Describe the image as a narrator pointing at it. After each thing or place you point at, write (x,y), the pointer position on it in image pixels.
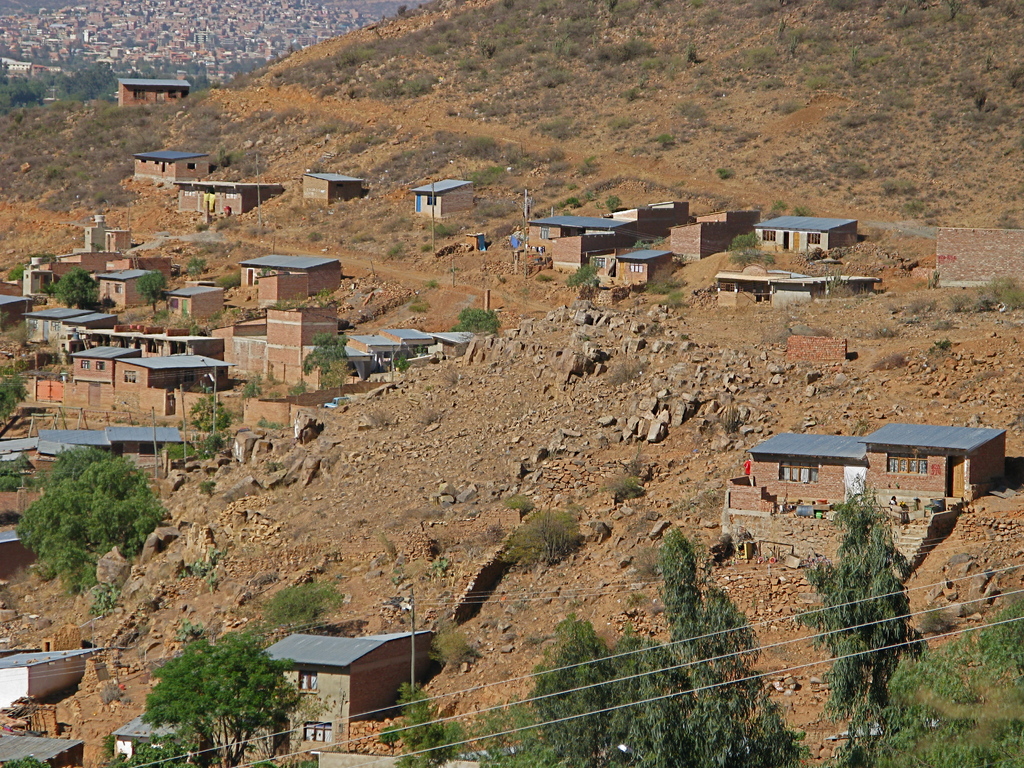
In this image we can see many houses (112,359), rocks (342,448), trees (943,727) and electric pole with wires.
